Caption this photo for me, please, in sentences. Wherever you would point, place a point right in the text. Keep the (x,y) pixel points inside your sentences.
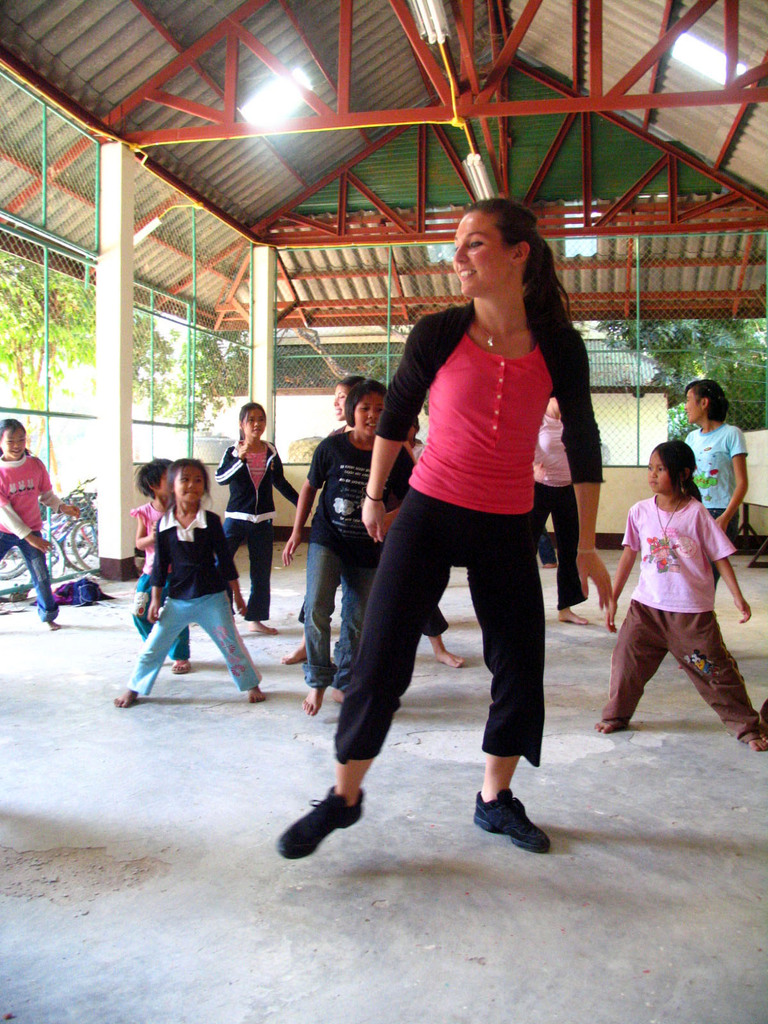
Here we can see a woman (461,263). This is an open shed (432,132). Background (156,505) we can see children (349,428), bicycles (79,506), trees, mesh (669,311) and rods (46,392).
